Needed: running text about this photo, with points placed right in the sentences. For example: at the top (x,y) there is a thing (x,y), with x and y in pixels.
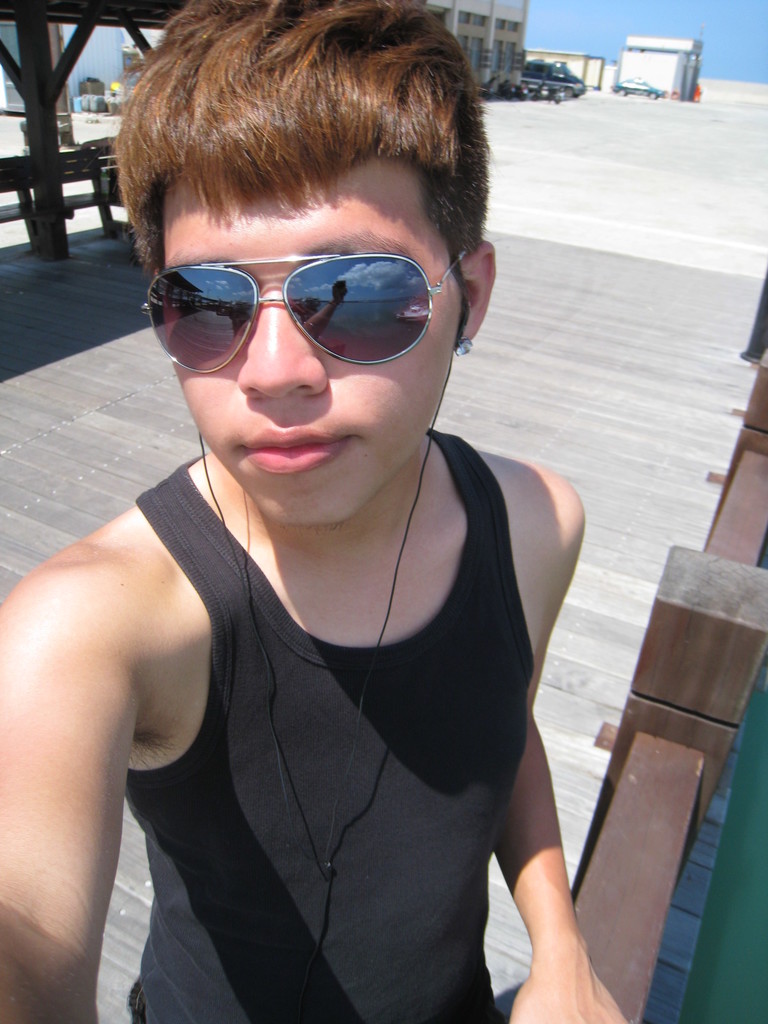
There is one boy (309,667) standing and wearing goggles (303,296) as we can see in the middle of this image (334,350). We can see buildings (517,46) at the top of this image (480,14) and the sky (652,32) is in the background (679,18).
